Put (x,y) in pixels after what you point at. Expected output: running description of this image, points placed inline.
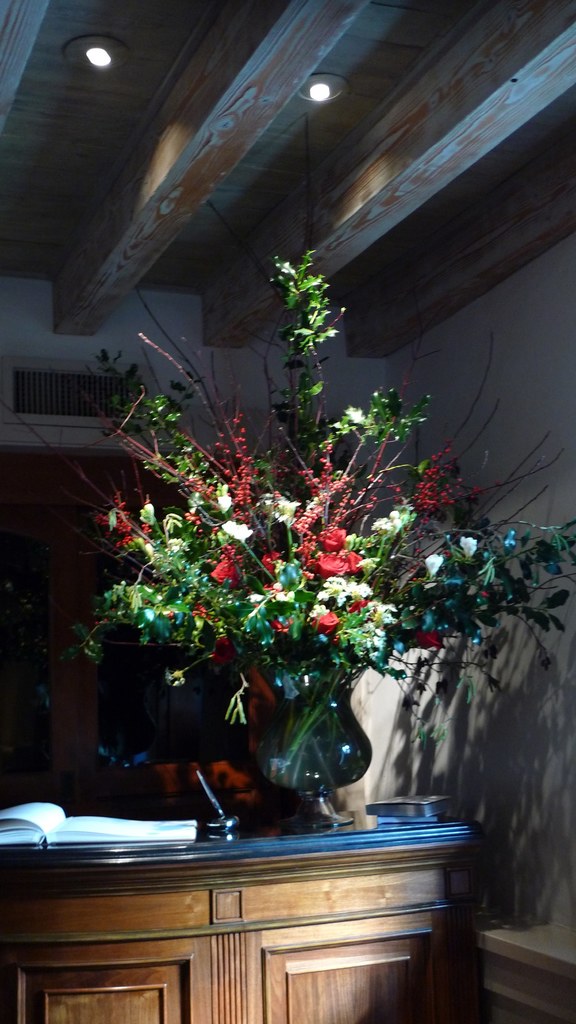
In the foreground of the picture (321,801) there are desk (113,842), book (151,827) and a flower vase (323,753). At the top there are lights (322,96) to the ceiling (250,162). In the background (53,535) there is a door (68,536). On the right (539,390) it is wall (529,705) painted white.
